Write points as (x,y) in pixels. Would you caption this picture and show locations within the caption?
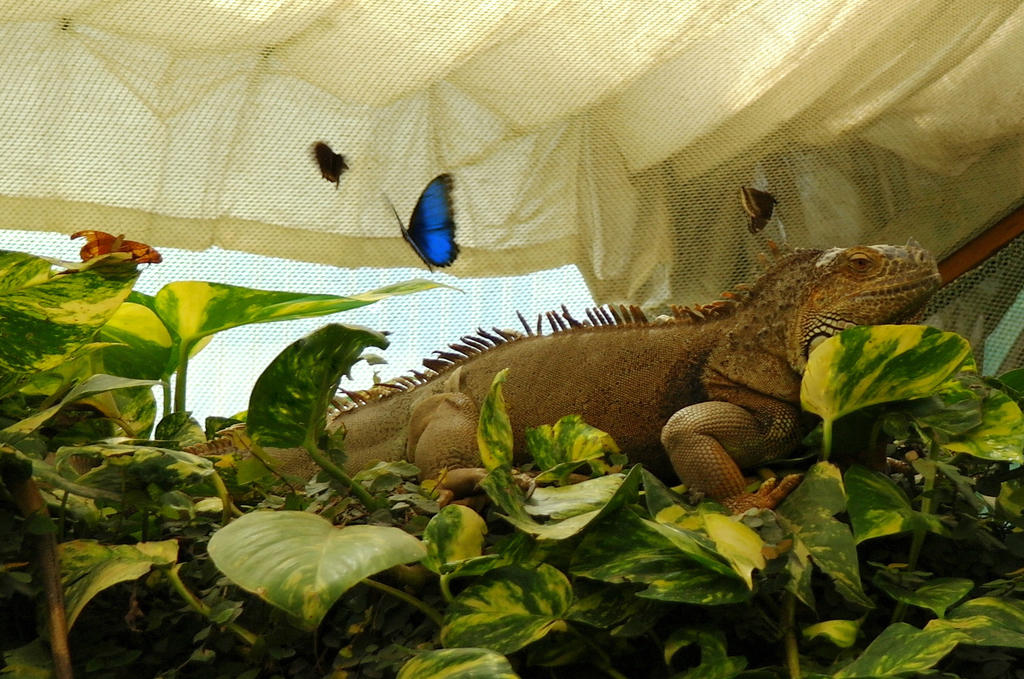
In this image we can see butterflies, iguana (538,346), plants (139,329) and a net (282,237).
